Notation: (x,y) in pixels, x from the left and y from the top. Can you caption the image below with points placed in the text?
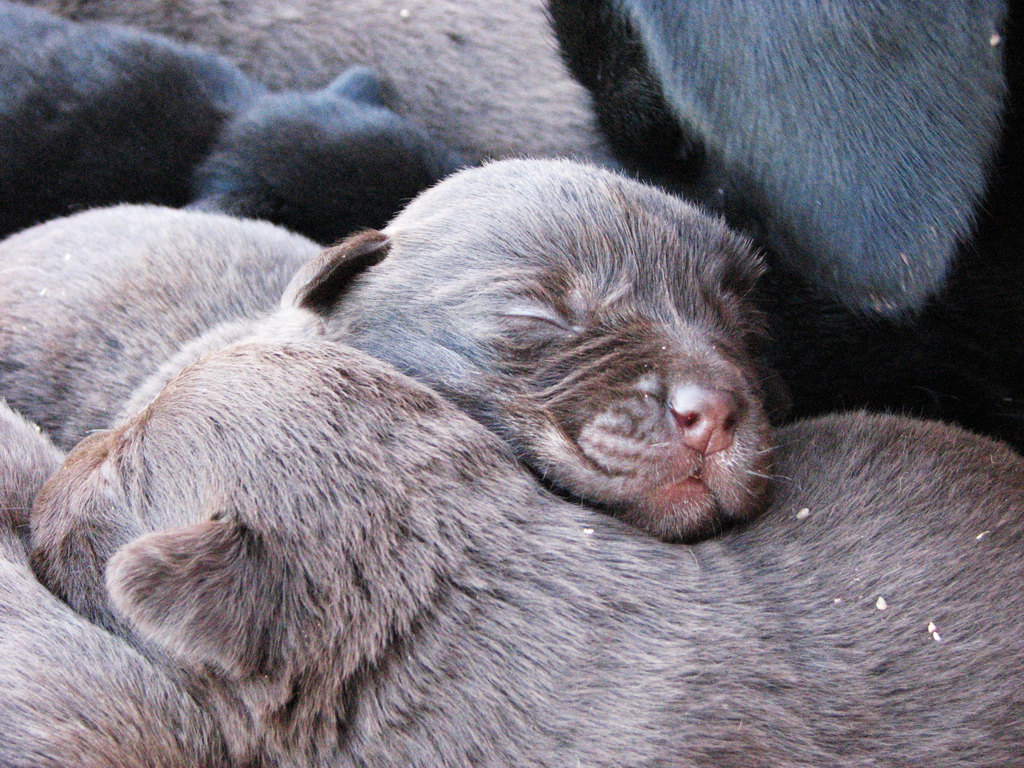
In this image we can see a group of animals (446,443).
